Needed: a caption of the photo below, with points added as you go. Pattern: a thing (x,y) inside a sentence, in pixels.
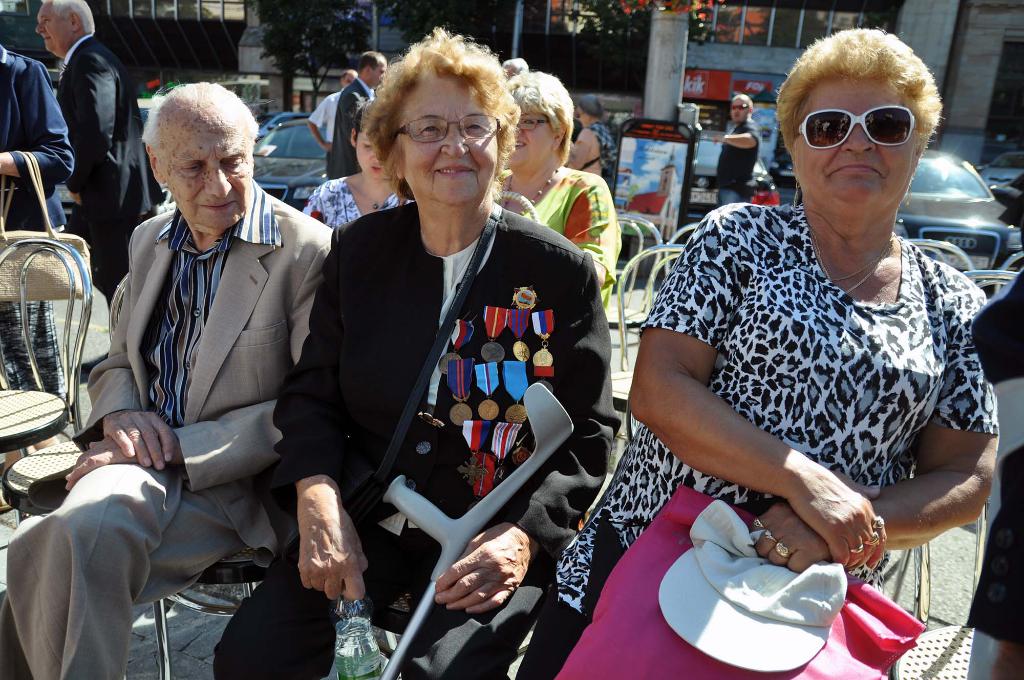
In this image in the front (337,346) there are persons (421,276) sitting, there are empty chairs (617,305) and there are women (584,271) sitting and smiling and holding objects (695,530) in their hands (819,476). In the background (101,71) there are persons (101,71) standing. On the left side (32,131) there is a person (23,160) standing and holding an object (41,205) in hand (9,163), there are boards (658,134) with some text (672,136) written on it, there are cars (286,164), trees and buildings (623,58).
